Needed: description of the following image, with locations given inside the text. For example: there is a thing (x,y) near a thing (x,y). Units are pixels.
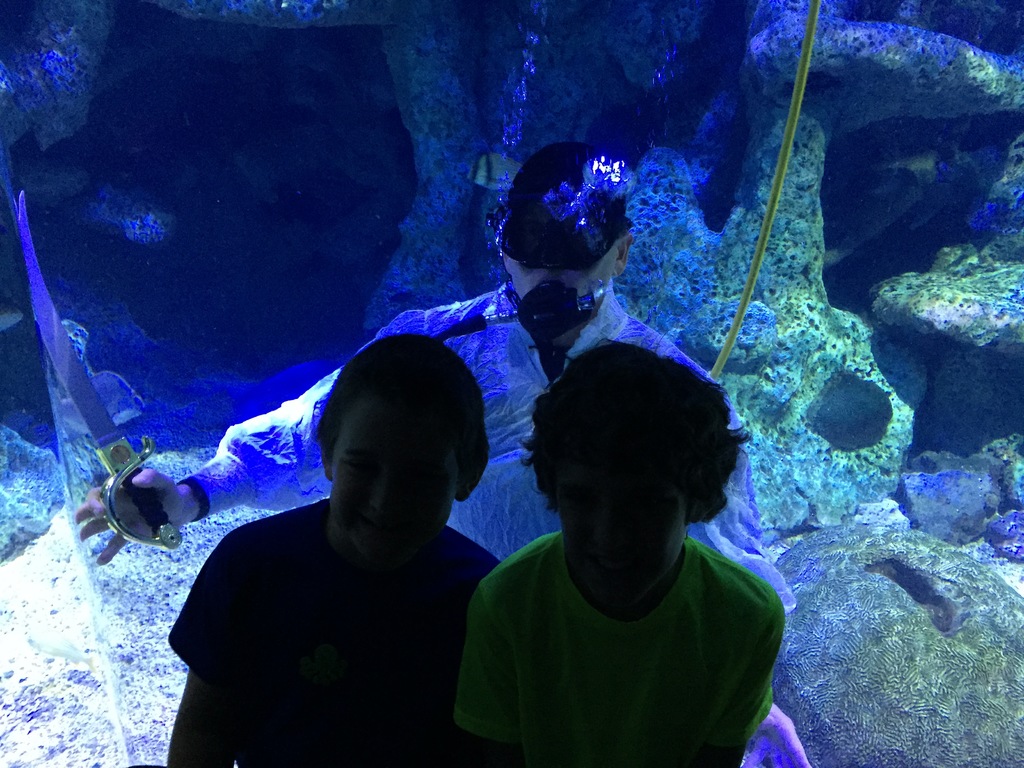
In this image, we can see two kids (337,711) standing, we can see a man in the water (629,123), we can see some stones (791,374) in the water (274,137).
